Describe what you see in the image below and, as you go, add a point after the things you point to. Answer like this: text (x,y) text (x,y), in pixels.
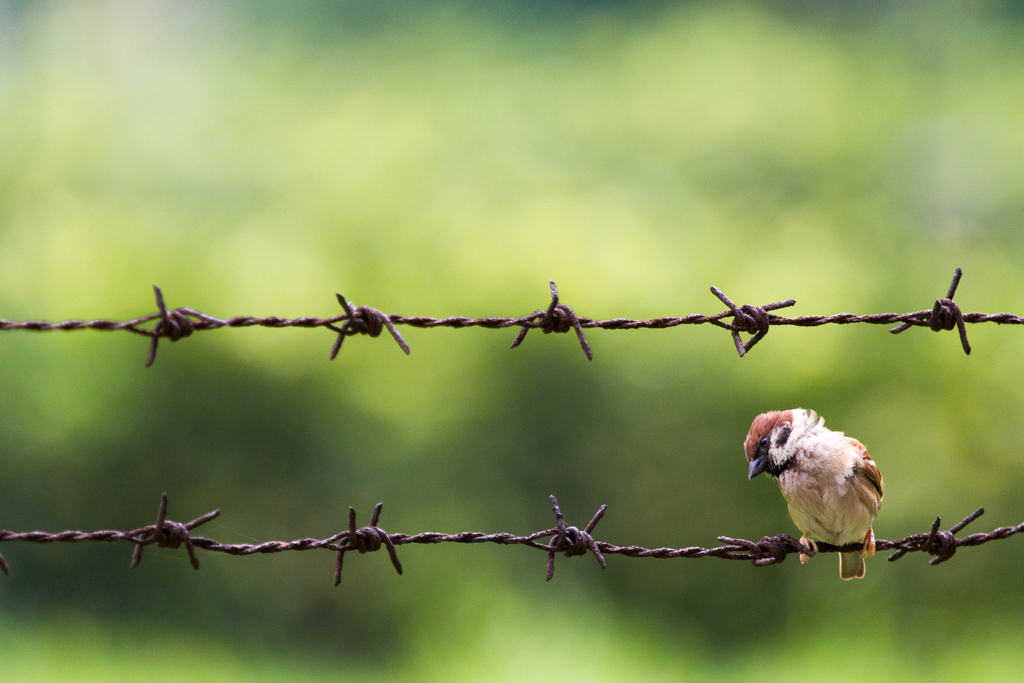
In the image we can see a fencing (743,326), on the fencing (903,542) there is a bird (805,541). Background of the image (23,114) is blur.
